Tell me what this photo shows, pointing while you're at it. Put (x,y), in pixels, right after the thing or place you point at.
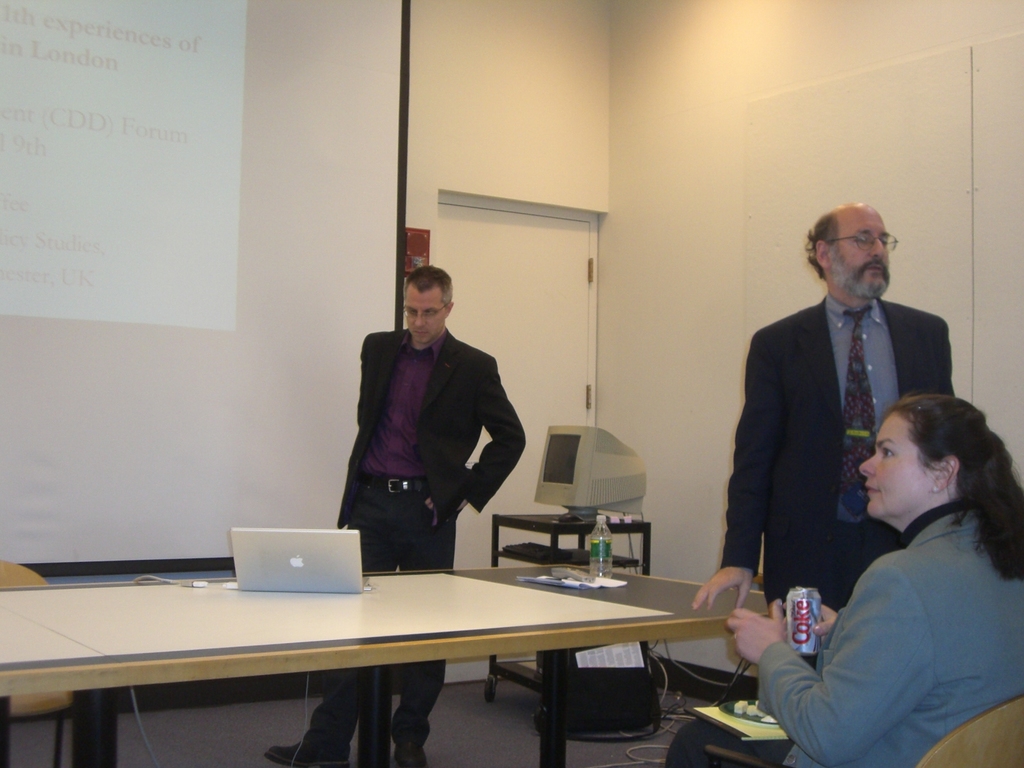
This is a wall (555,131). We can see a door (540,249) here. Beside to the door (526,286) we can see a screen (257,205) here. We can see a computer (565,441), laptop (304,565) and water bottle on the tables (457,603). We can see a man (361,383) standing near to the screen (217,172) and here a man (846,294) standing near to a woman (885,522) who is sitting on a chair (966,752). She is holding a coke tin (807,601) in her hand (825,613).
